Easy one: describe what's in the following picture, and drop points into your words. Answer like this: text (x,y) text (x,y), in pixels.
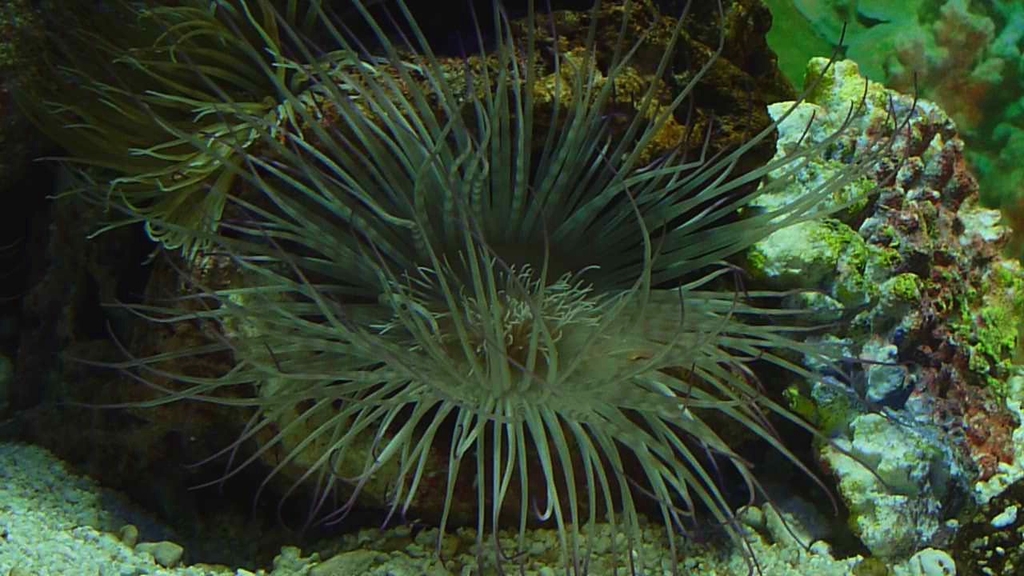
In the image there are anemones (672,343) in the water (908,20), this seems to be aquatic animals (585,229).
